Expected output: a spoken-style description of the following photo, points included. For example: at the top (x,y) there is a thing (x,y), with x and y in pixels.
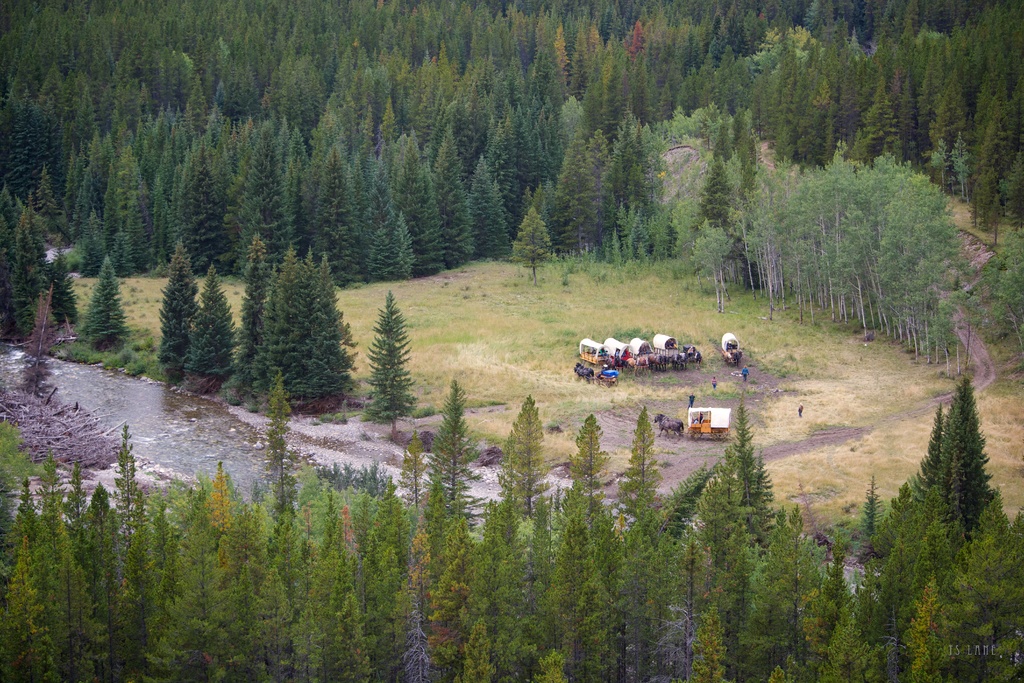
In the picture I can see horse carts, people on the ground (650,414), trees (642,456), the grass (763,414), the water (208,455) and some other objects (168,476) on the ground (477,432).
